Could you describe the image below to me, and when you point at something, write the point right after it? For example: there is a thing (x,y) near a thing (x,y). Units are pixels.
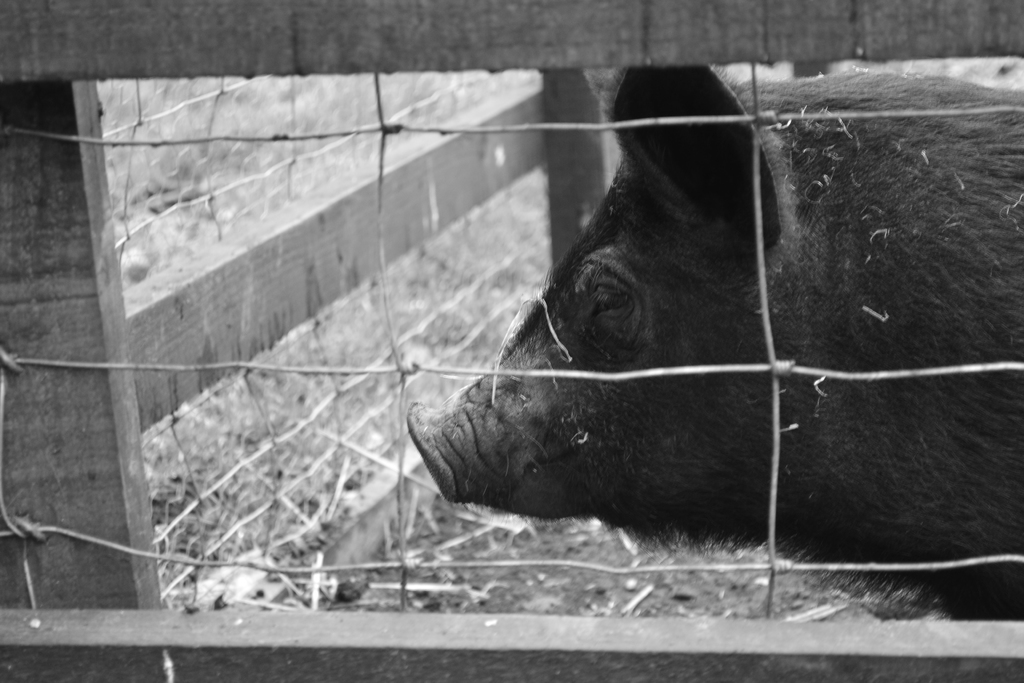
In this image I can see a fence (751,620) and a pig (664,421) behind it. This is a black and white image.
